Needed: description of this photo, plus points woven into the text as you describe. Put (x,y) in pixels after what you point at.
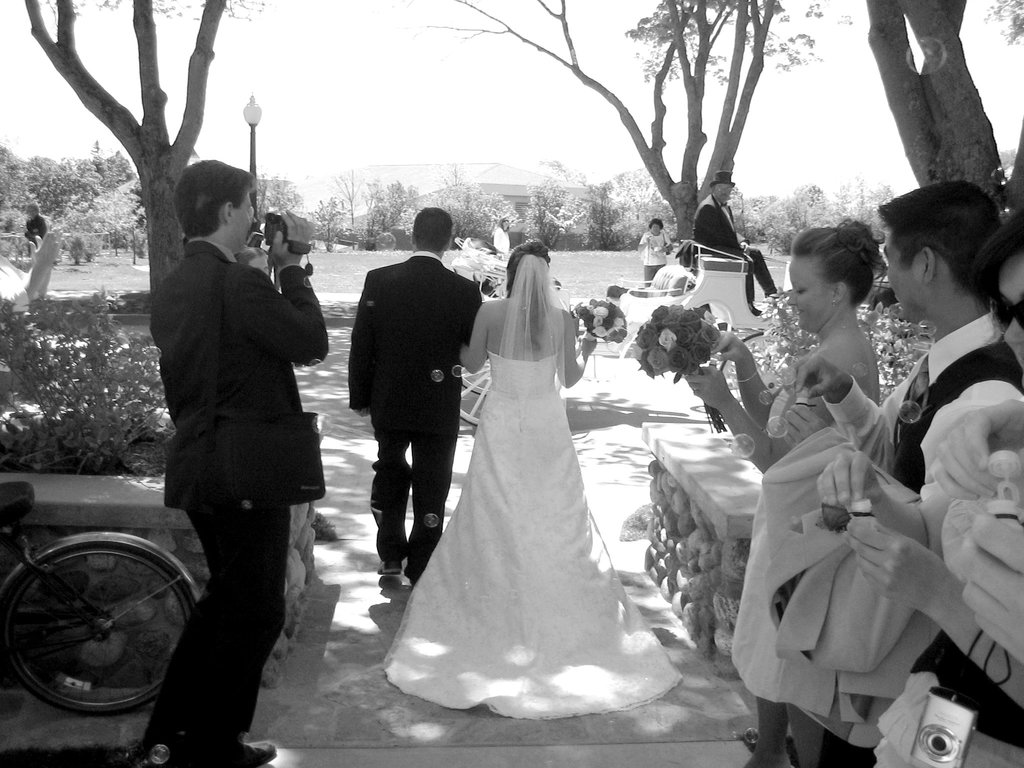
It is a black and white image. At the center of the image (446,328) there are two people (446,328) walking on the road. Beside them there are few other people (769,703) standing on the road (616,474). In front of the image there is a cycle (88,580) and in the background (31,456) there are plants (110,427), trees (401,217), buildings (379,177) and sky (495,87).
